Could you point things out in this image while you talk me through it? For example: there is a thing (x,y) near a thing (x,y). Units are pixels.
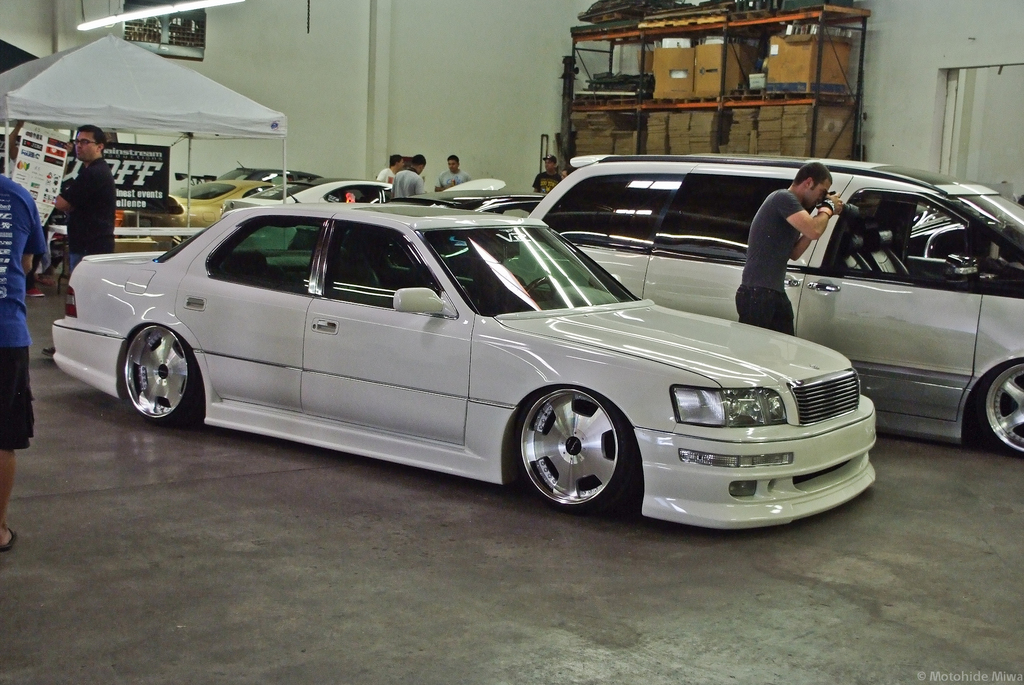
In this image we can see there are cars (210,283) and there are people (780,314) around them, one among them is taking a photo, on the top left corner of the image (33,171) there is a tent (78,80), a light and posters (131,178) with some text (54,167), behind it there are a few other objects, at the top right corner of the image (827,41) there are racks (605,37) which contain some objects (827,41) in it.
